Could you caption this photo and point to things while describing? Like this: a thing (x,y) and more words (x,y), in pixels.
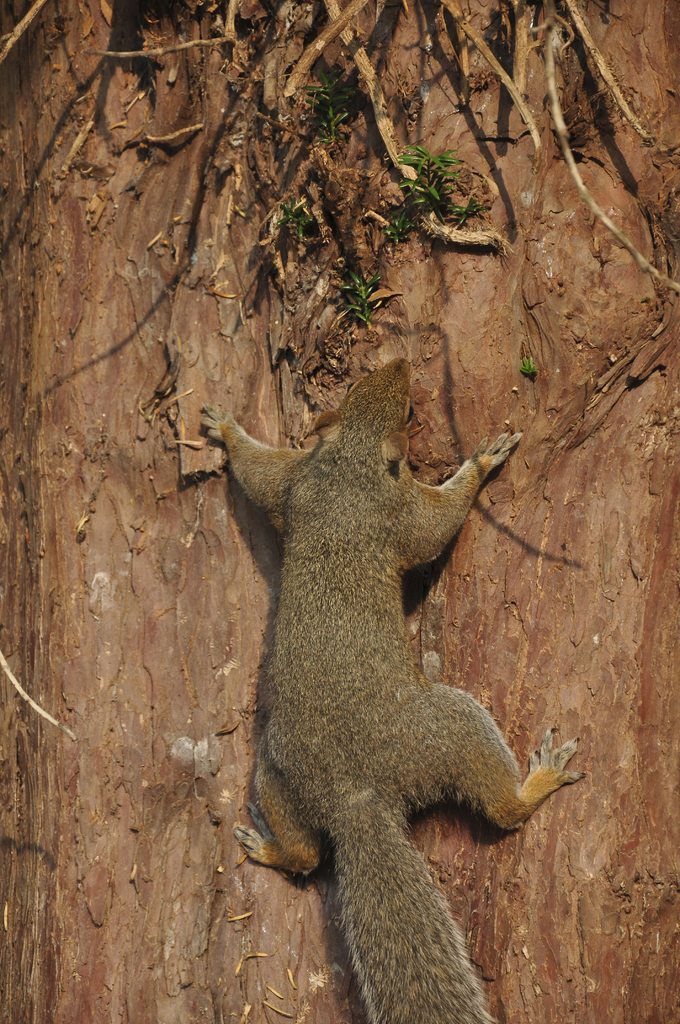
This image consists of a squirrel (323,718) climbing a tree (148,1014).
